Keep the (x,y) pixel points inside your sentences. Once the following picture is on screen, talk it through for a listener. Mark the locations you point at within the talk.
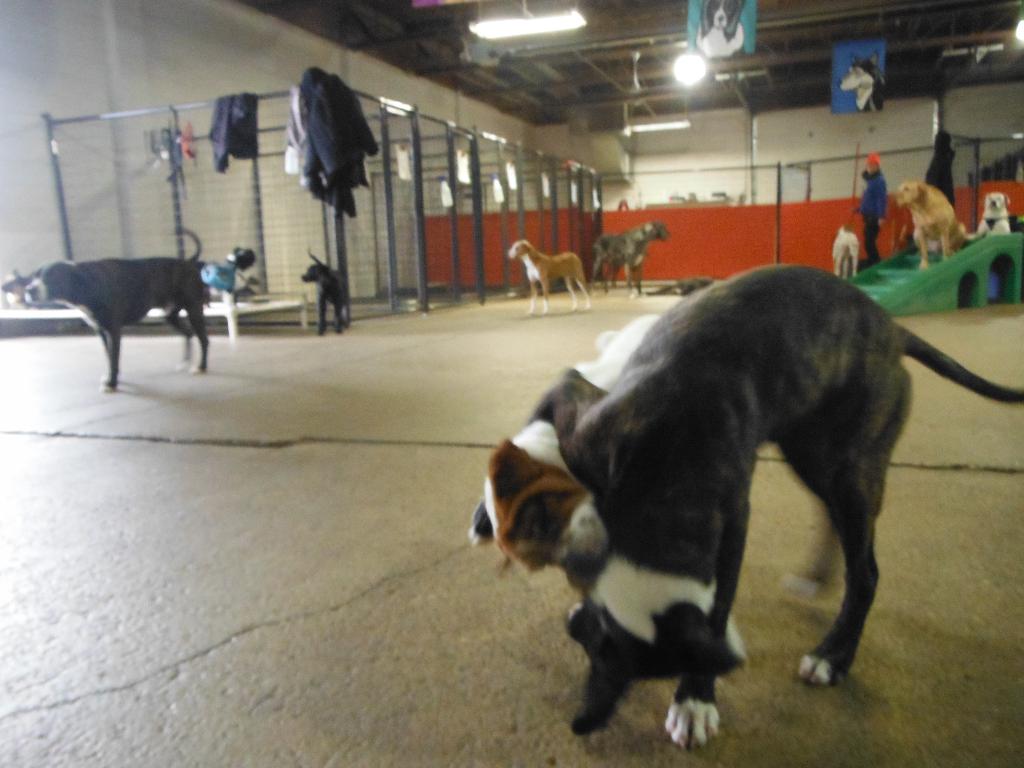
In this image we can see the person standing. And there are different types of dogs (540,443) on the floor (427,587). And there is a fence (300,199) with clothes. And the back there is a toy (954,281) and a wall (726,216). At the top (658,81) there is a ceiling (643,21) with lights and boards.
